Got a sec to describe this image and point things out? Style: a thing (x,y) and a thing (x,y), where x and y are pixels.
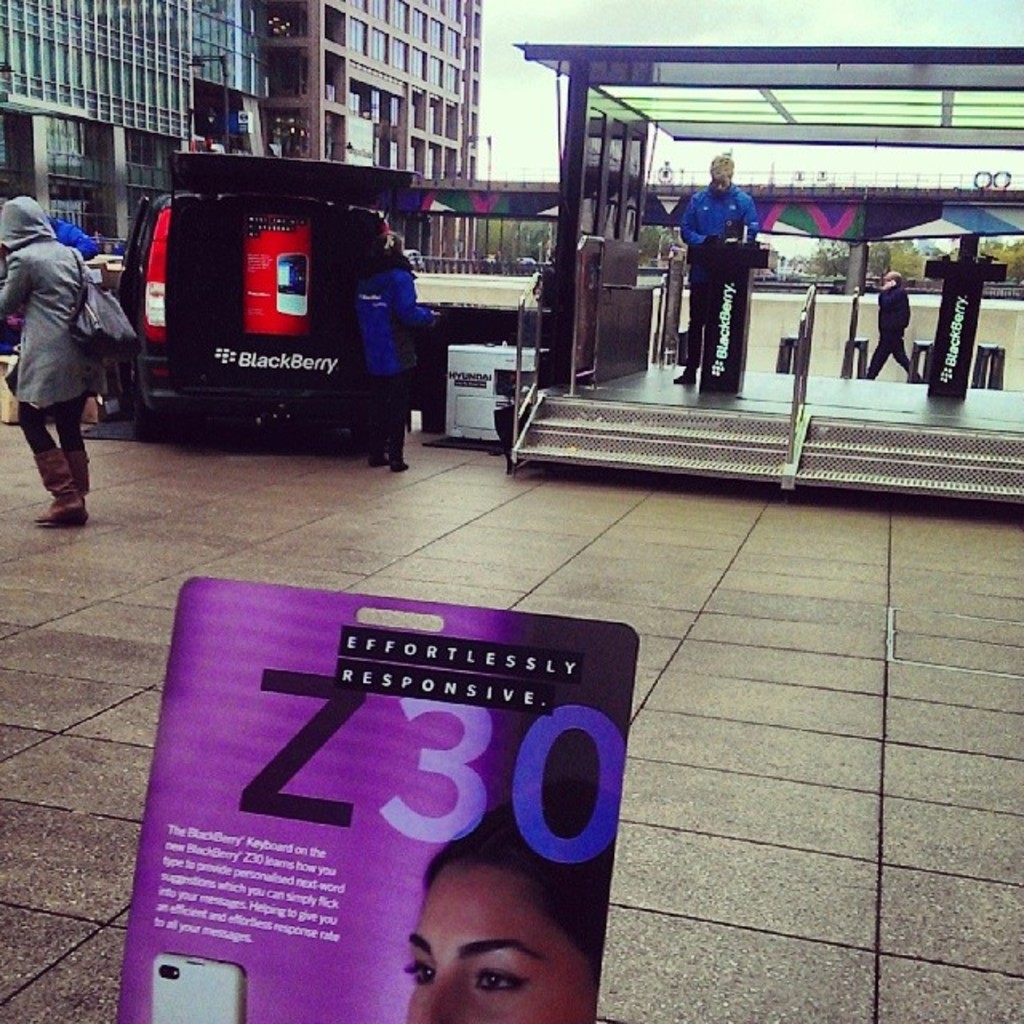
In the picture we can see a path (953,822) with tiles (910,825) on it we can see a shop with a desk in it and a brand name blackberry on it and a person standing near it and beside the shop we can see a car (391,184) and beside it we can see a person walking wearing a hand bag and in the background (204,0) we can see a building (164,20) with glasses (131,70) and near it we can see a bridge (807,188) with a railing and behind it we can see some poles (491,170) and sky (512,132).
